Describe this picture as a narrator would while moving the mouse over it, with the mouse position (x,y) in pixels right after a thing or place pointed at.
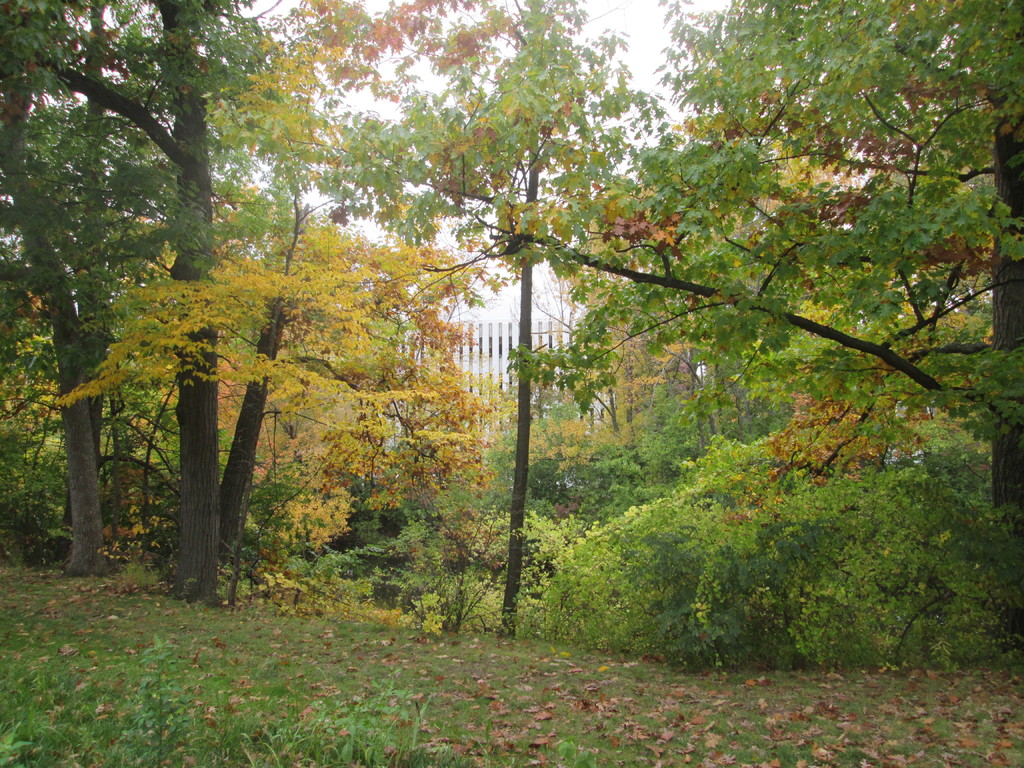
In the picture we can see the grass surface (683,671) with plants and behind it, we can see the trees (213,387) and behind it, we can see the part of the building (504,375) and the part of the sky (497,293).
